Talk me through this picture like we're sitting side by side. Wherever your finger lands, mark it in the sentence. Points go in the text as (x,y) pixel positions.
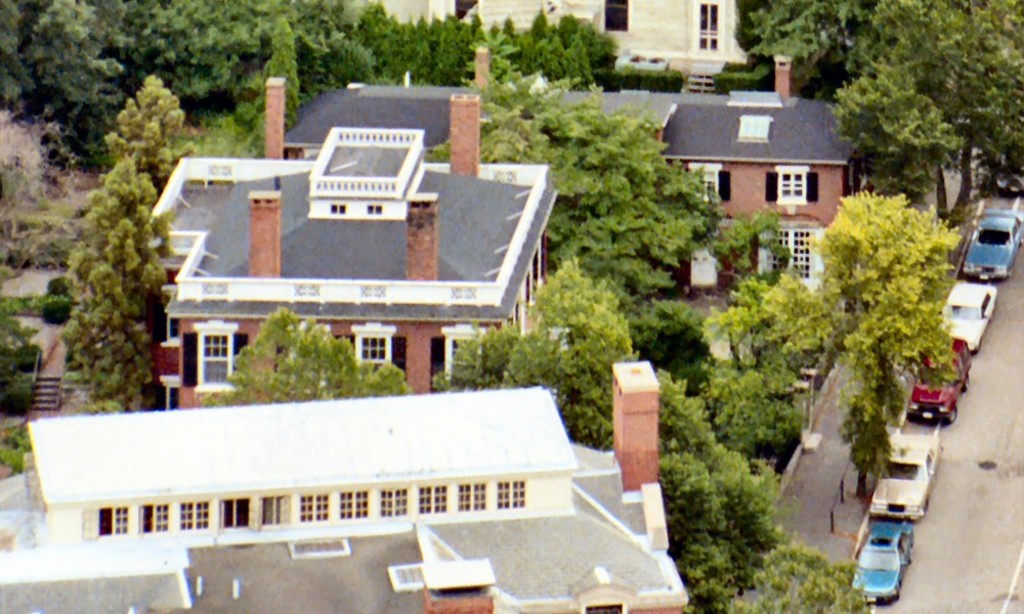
In this image few cars (887,586) are on the road (942,578). Few trees (836,564) are on the pavement (803,487). There are few buildings (542,285) in between there are few trees (293,369).
